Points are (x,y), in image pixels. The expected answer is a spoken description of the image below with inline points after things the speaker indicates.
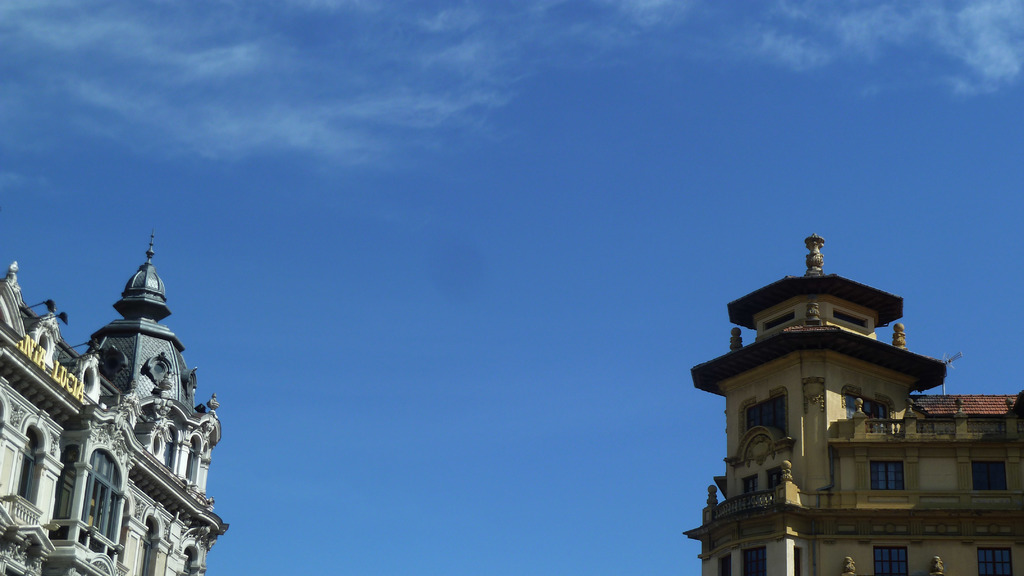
In this picture I can see there are two buildings (858,433) at left (110,429) and right sides. The building (118,403) on the left side (75,425) has sculpture (39,568), windows (69,497), the building (867,500) on the right side (819,472) has windows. The sky (539,162) is clear.
